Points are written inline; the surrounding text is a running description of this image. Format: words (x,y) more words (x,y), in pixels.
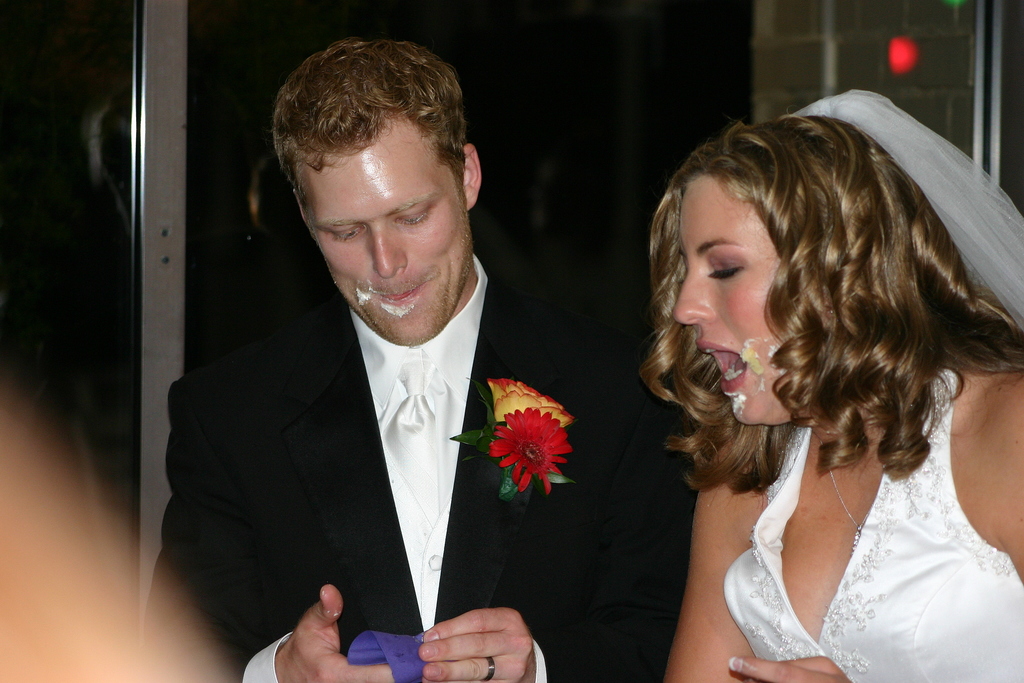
In the picture I can see a man (353,425) and a woman (732,517) are standing. The man (488,545) is wearing a black color coat (278,515) and the woman (878,508) is wearing white color dress (850,562). The background of the image (584,149) is dark.
